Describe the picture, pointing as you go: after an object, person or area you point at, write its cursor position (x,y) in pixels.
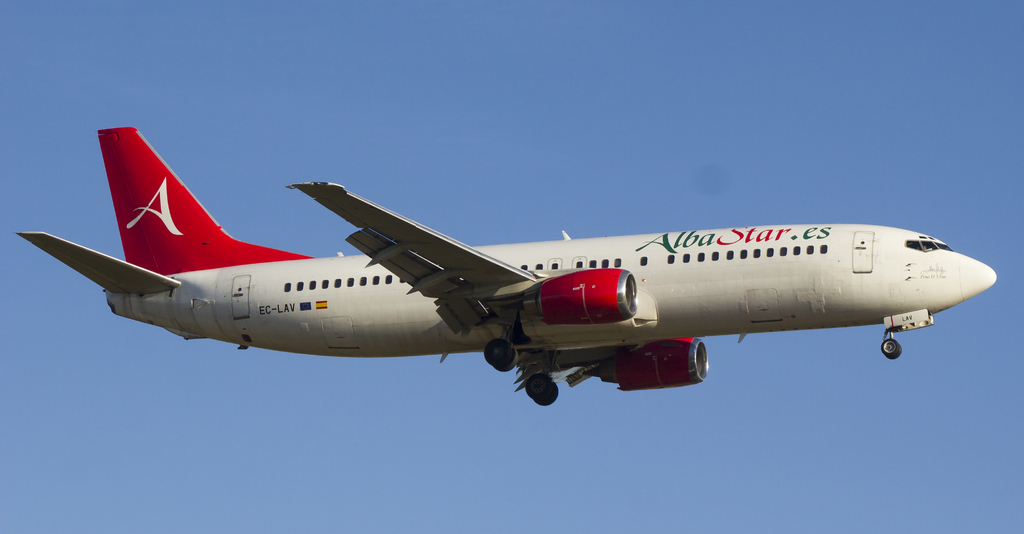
In the image I can see aeroplane (283,336) flying in the air (761,518).
